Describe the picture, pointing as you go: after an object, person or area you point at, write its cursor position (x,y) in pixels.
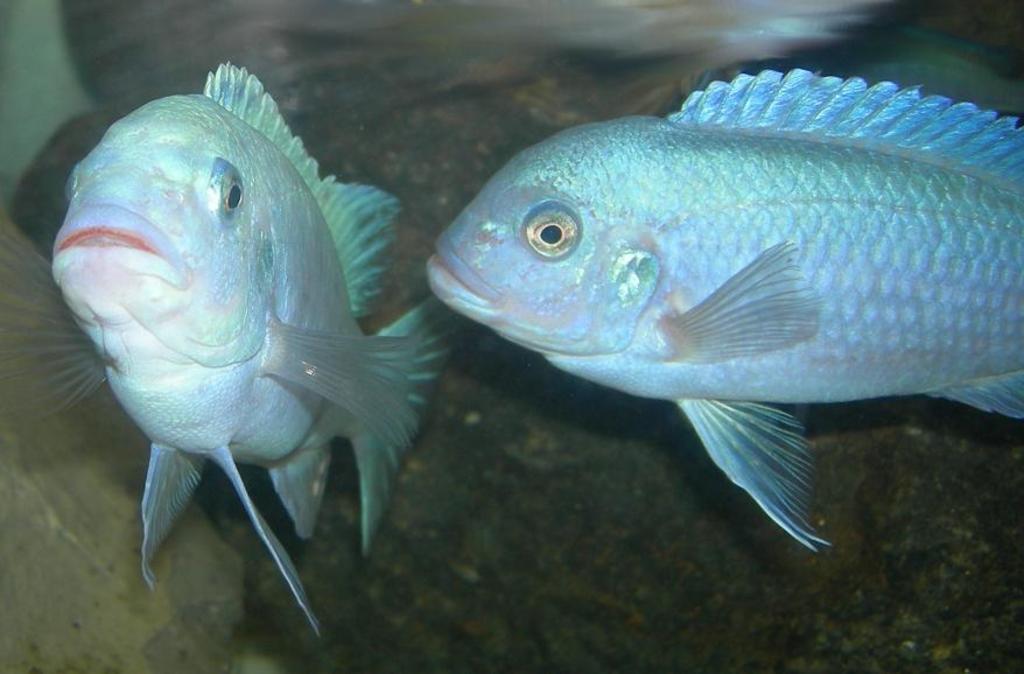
In this image we can see two fishes (637,349), and the background (572,485) is blurred.
